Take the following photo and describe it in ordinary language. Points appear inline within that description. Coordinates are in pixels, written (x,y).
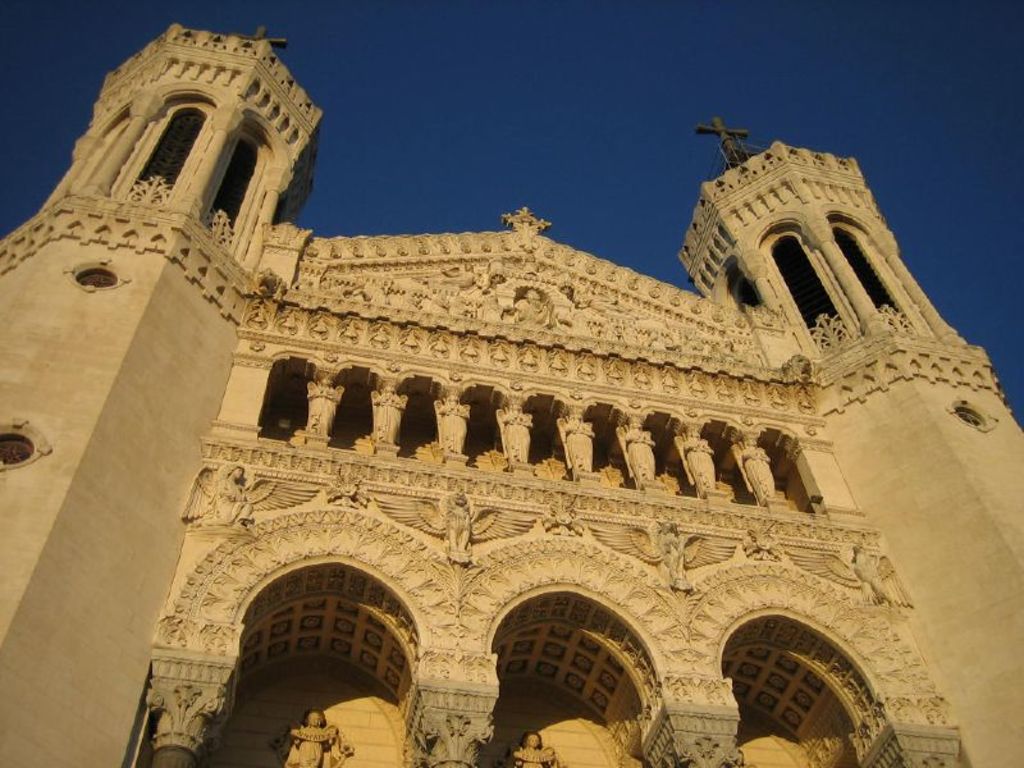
In the image we can see the building (494,392), an arch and cross symbol (281,47) on the building (422,535), and the sky (675,171).
